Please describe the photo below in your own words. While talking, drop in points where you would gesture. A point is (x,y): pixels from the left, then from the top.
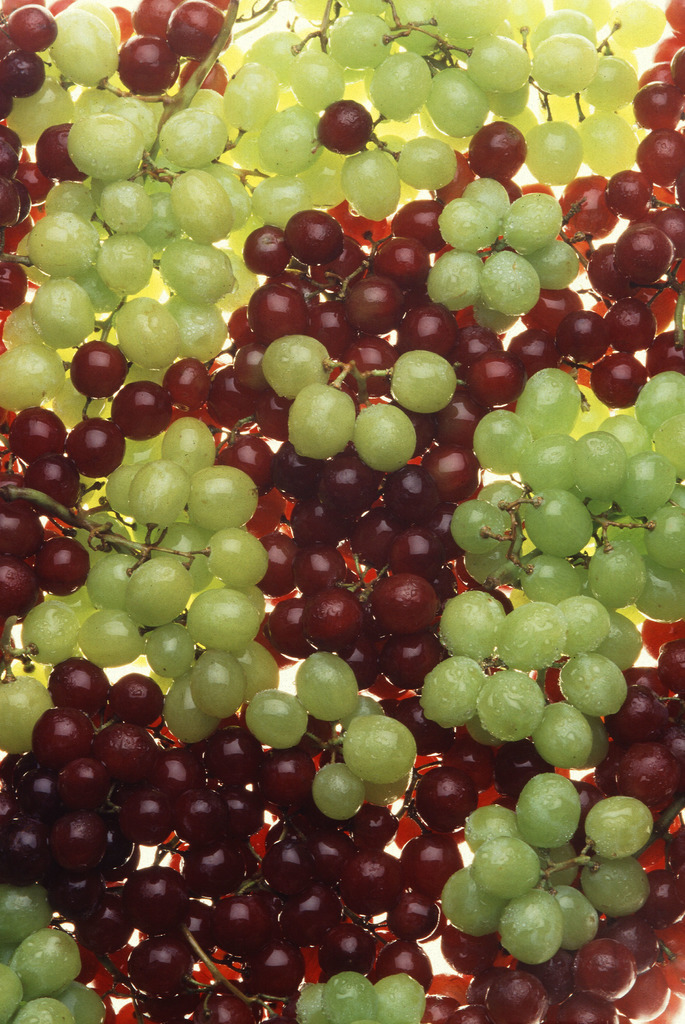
In this picture I can see there are green and red color grapes (332,619) placed on the white surface (147,849).
